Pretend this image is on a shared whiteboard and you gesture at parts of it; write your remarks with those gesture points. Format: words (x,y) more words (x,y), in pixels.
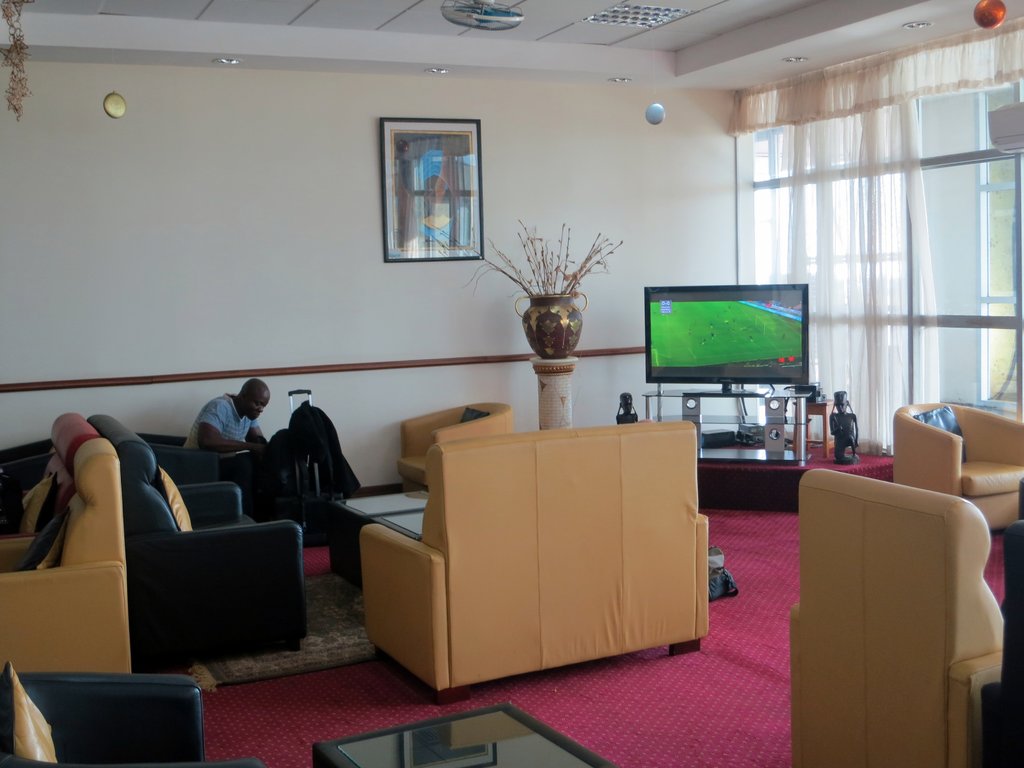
In this picture i could see a beautiful room (651,398) and the white curtains (866,374) and many sofas (537,539) and red carpet (706,640) on the floor (724,699) and a person (250,440) sitting in the black colored chair (194,455) and there is a frame (408,215) hanging on the wall (416,299).
